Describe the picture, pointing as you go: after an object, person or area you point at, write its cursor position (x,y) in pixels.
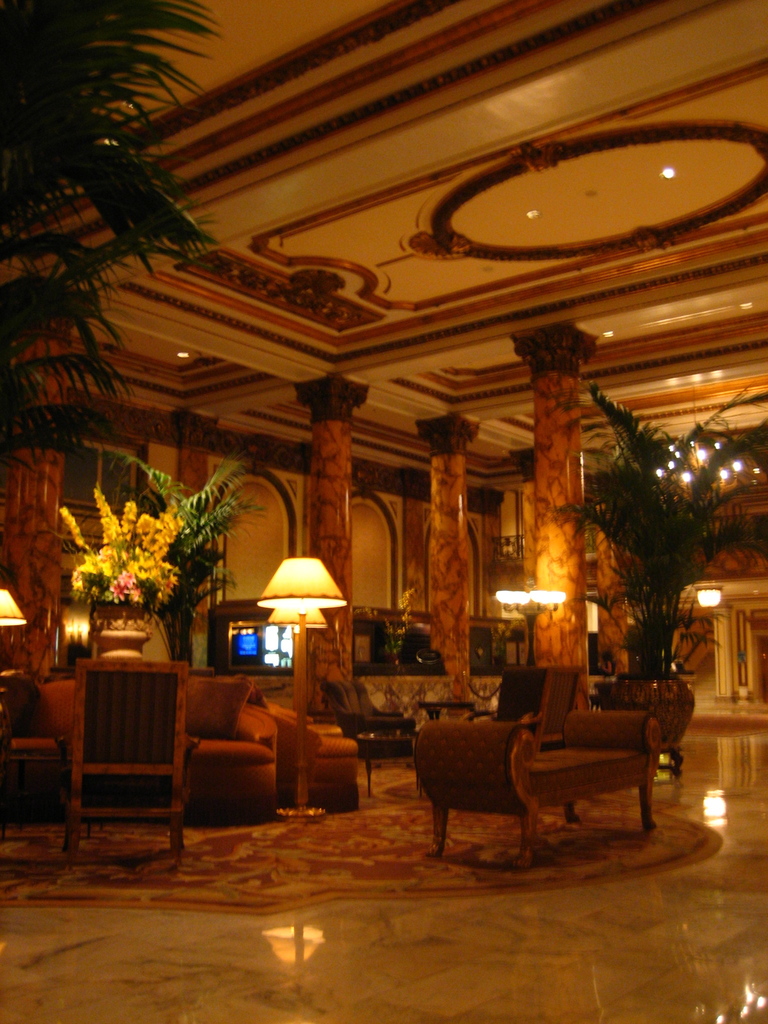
In this image, There is a floor (443,948) of yellow color, on that floor (11,996) there are some chairs (550,743) and some lamps (302,626) and there are some trees (648,554) in green color, above that there is a roof (496,223) of cream and gold color.
